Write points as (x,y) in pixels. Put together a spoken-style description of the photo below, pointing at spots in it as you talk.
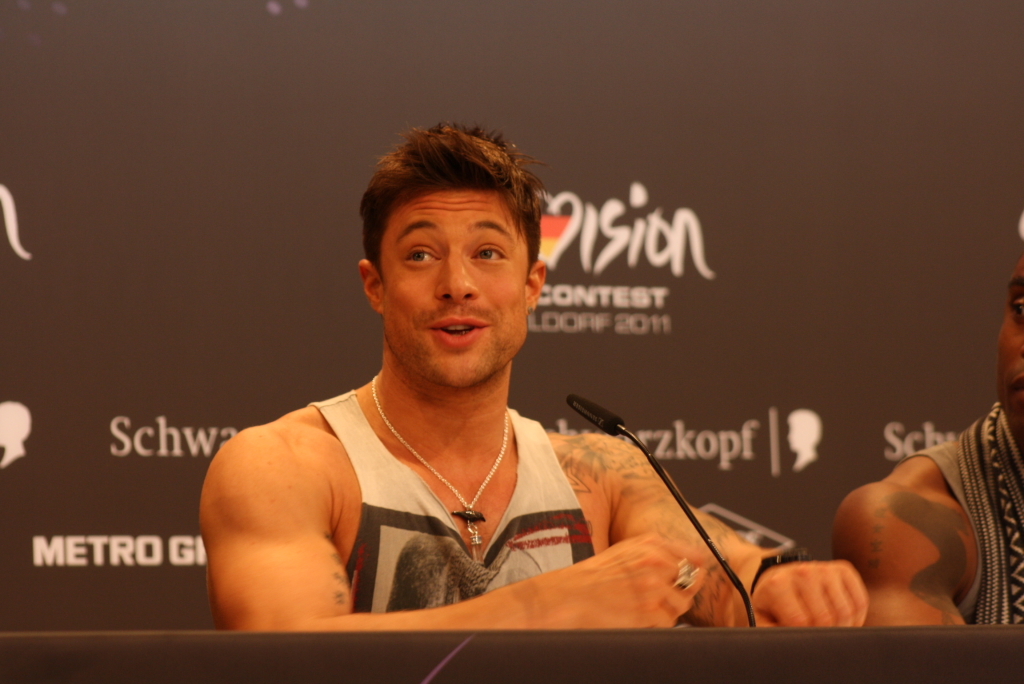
In this image there are two persons (886,565) sitting, there is a mike (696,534) on the table (1021,629), and in the background (745,17) there is a board (129,327).
